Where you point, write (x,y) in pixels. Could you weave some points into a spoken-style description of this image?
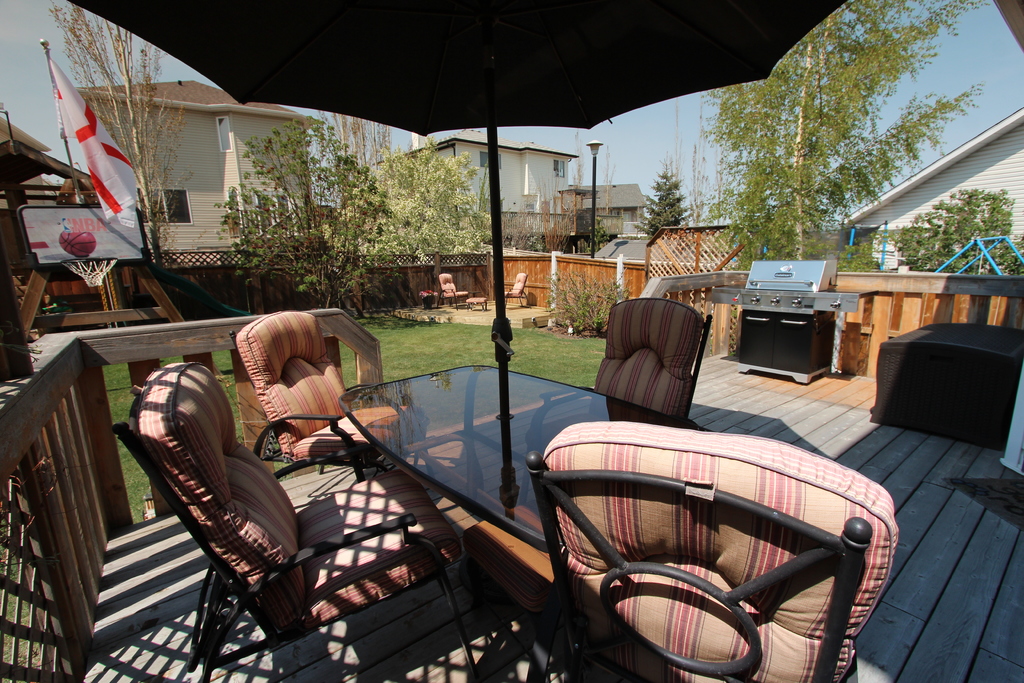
This picture is clicked outside. In the foreground (244,599) we can see the chairs (661,460), table (467,412), green grass (531,342), wooden railing (168,333), storage box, metal object (817,287), plants (570,312), stool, trees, text (86,221) on the board (112,237) and a flag (120,184) and an umbrella (503,79). In the background (648,128) we can see the sky (634,130), lamp post (593,151), houses (441,143), trees (139,176), and some other objects (536,312). On the left (98,280) we can see the basketball net (95,265).
